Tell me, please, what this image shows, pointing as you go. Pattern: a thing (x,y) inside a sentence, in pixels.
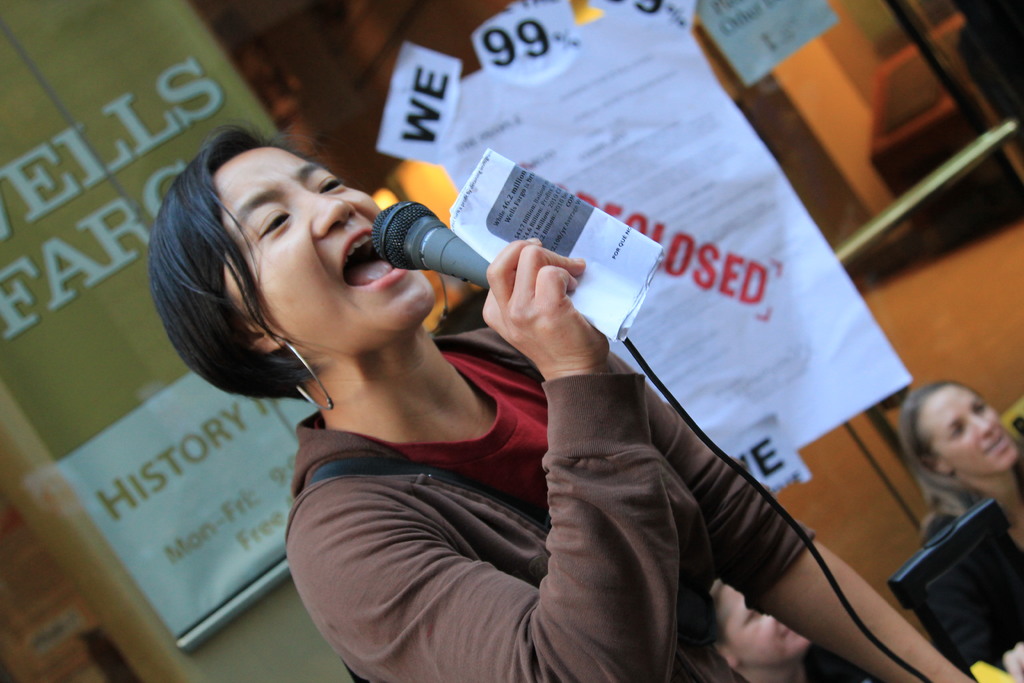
In the picture one woman (433,467) is standing and she is holding a microphone (454,238) along with paper (517,218) and she is talking. background (973,443) we can see the glass (890,556) on the glass (446,193) we have some papers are stuck and we can see two women (759,636) are sitting on the chair (986,518).
